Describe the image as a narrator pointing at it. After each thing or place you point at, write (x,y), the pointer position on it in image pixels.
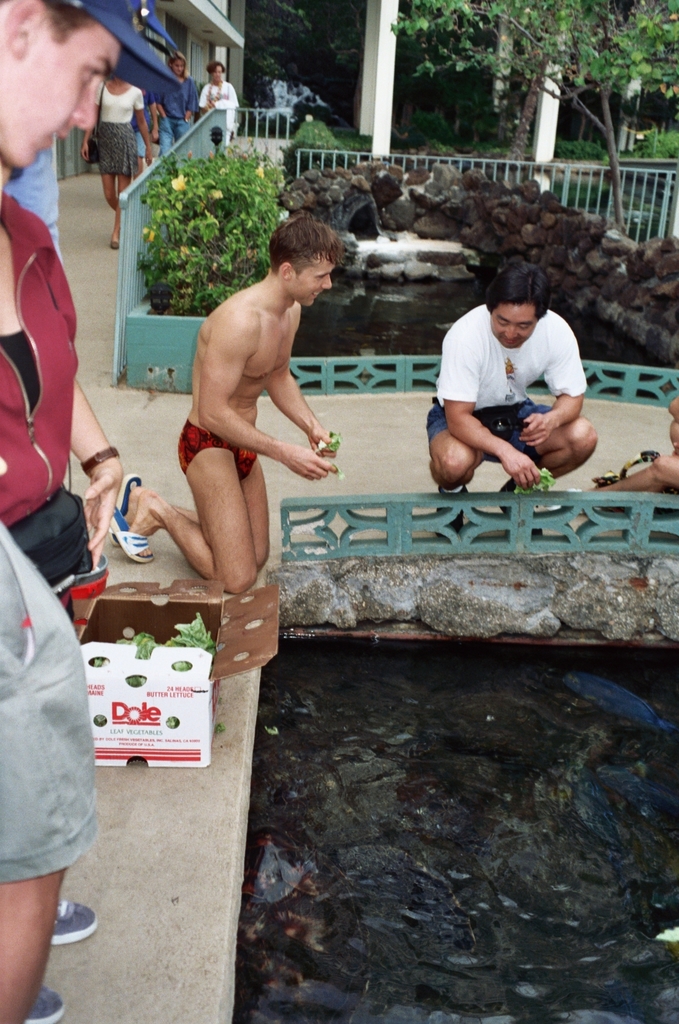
In this picture we can see people (518,400) are holding something and throwing into water (501,774), behind we can see buildings (172,19), trees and few people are walking.
